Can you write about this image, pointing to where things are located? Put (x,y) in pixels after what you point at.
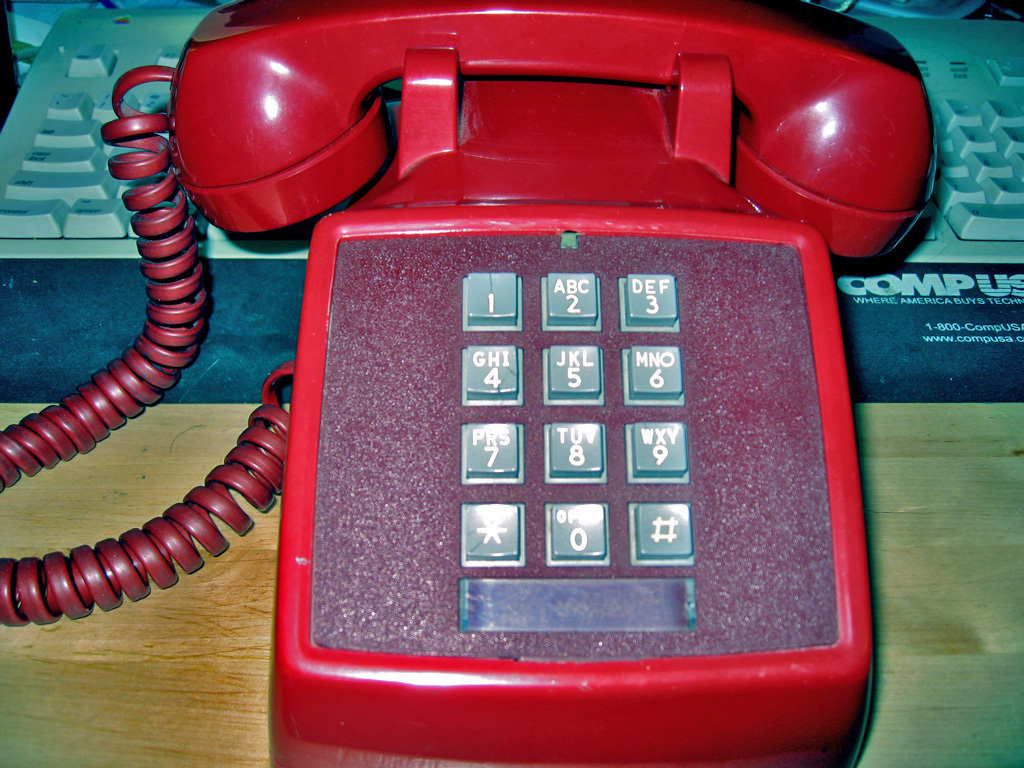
In this image, we can see red telephone (441,438) with buttons (582,441) on the wooden surface (1018,537). Here we can see wire (173,367) and receiver (222,227). Background (950,161) we can see white keyboard (10,224) with keys (974,117). On the right side (923,342), we can see some text (885,286) on the blue color object (885,286).
